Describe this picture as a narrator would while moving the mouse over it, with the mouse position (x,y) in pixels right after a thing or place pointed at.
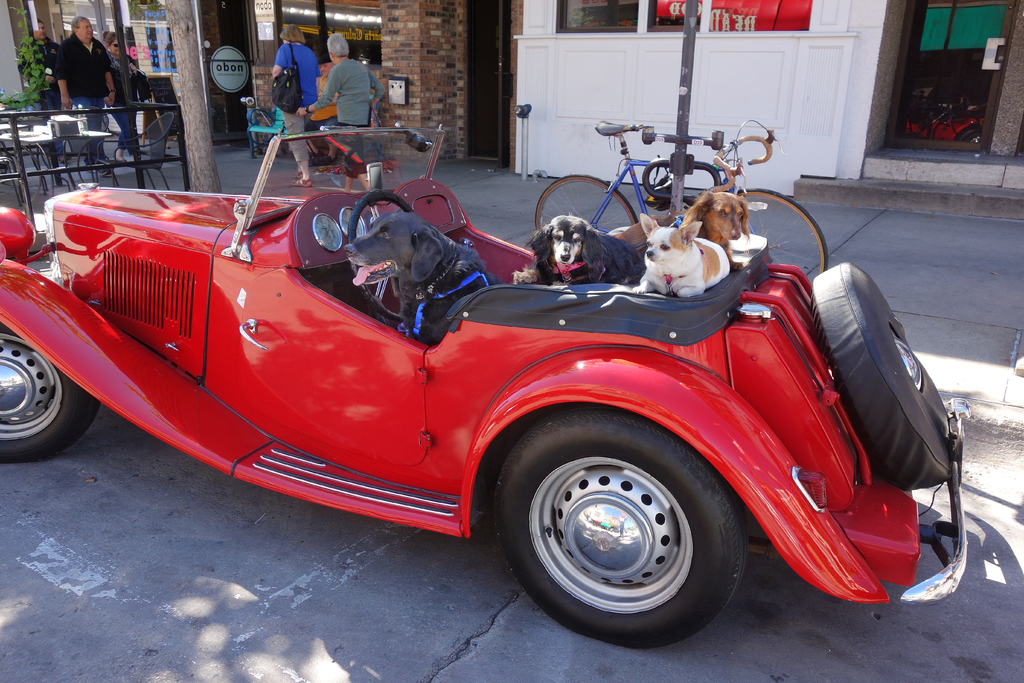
In this picture I can see some dogs (473,288) are in a red color vehicle (313,381), side we can see few people (347,97) are walking in front of the buildings (412,98) and also we can see some chairs (70,140), tables (67,156) are arranged.
